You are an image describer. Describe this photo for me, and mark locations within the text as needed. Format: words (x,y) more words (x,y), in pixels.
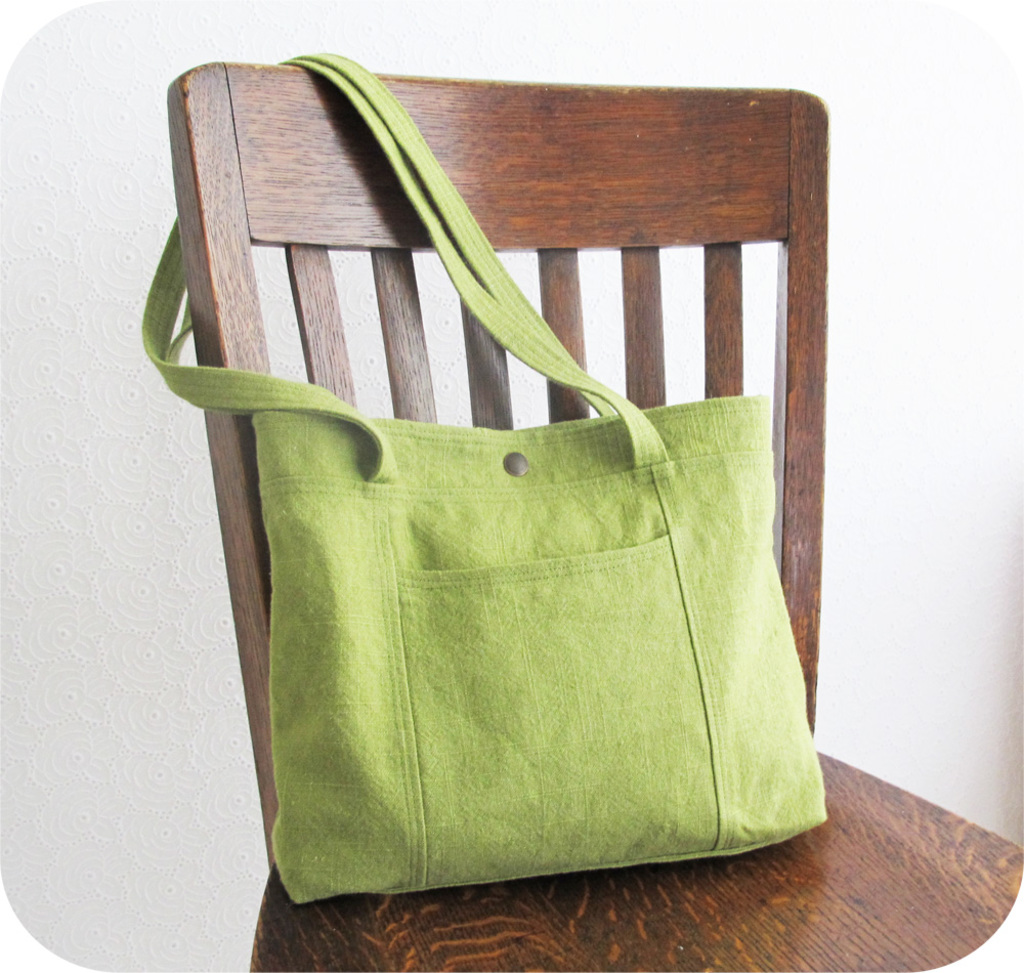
In this picture we can see green color bag (501,613) which is hanged to a chair (426,403).
